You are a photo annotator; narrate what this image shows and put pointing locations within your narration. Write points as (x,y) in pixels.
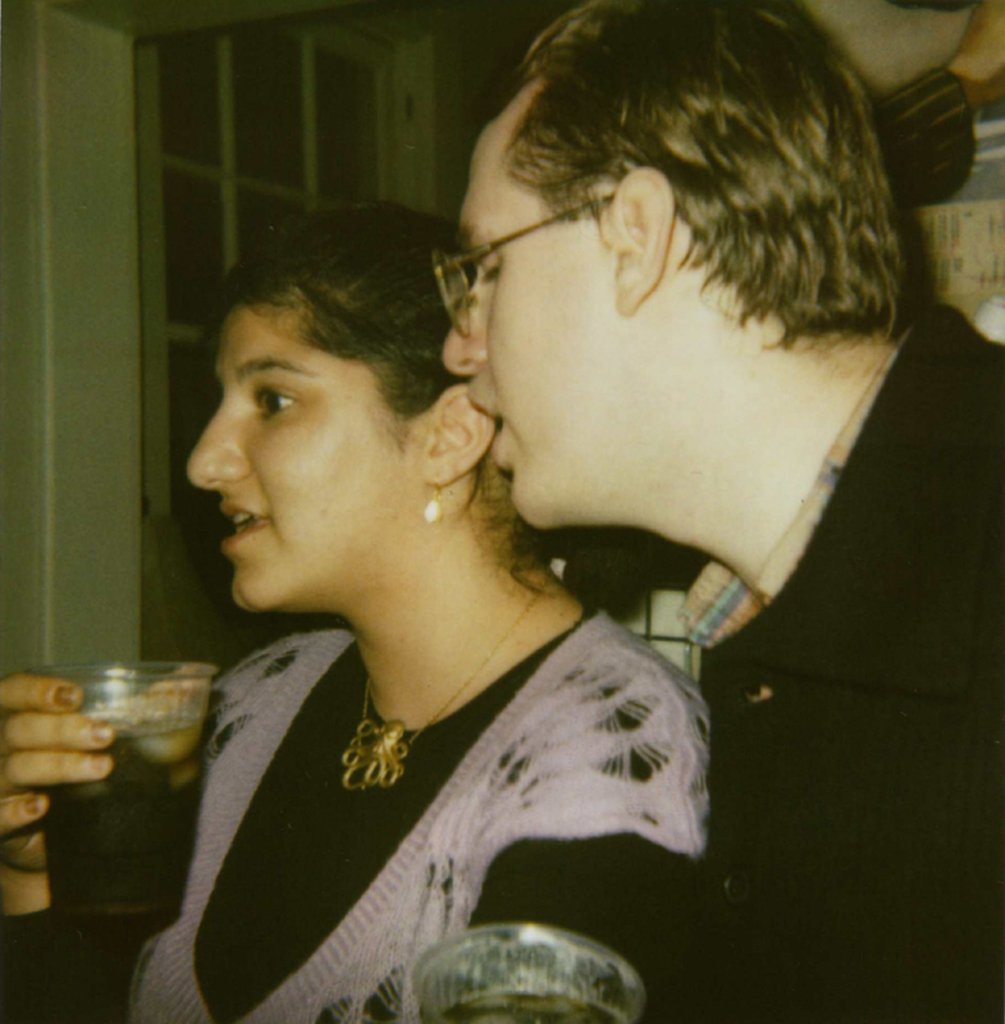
In this picture, we see a man (689,626) is wearing the spectacles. Beside him, we see a woman (537,760) is holding a glass (145,784) containing the cool drink (164,779) in her hand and she is trying to talk something. At the bottom (589,976), we see a cool drink glass (496,934). In the background (313,131), we see a wall (85,209) and a window (277,117). This picture might be a photo frame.
